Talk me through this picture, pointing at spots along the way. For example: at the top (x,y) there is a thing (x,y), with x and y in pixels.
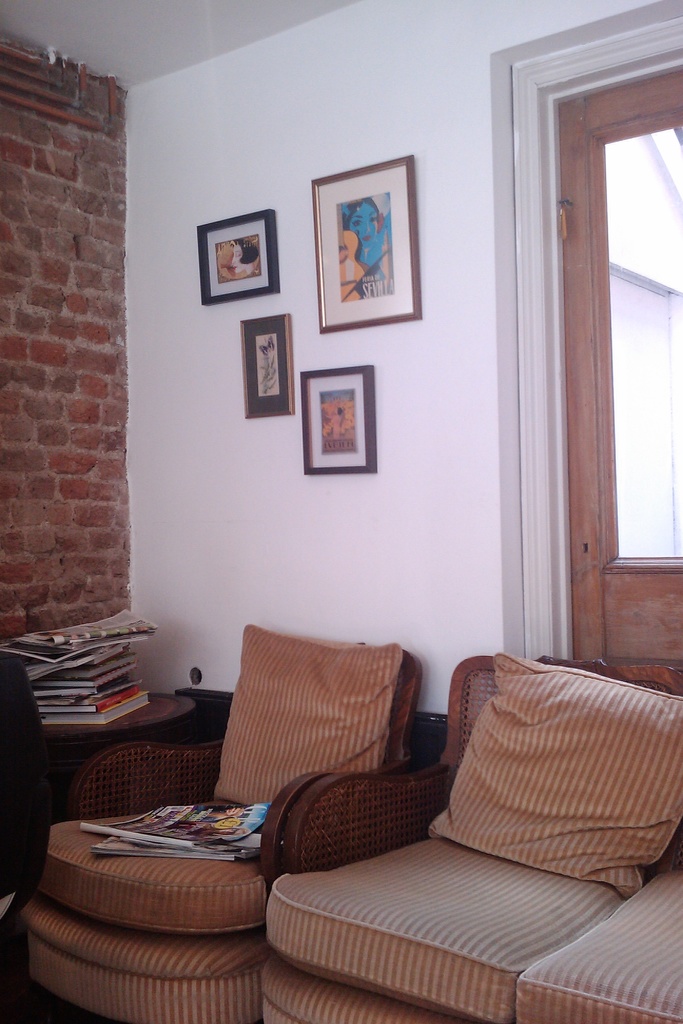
There is a sofa (426,826) and there are books (100,660) placed on a table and the background wall (309,357) has some pictures (327,329) on it.
